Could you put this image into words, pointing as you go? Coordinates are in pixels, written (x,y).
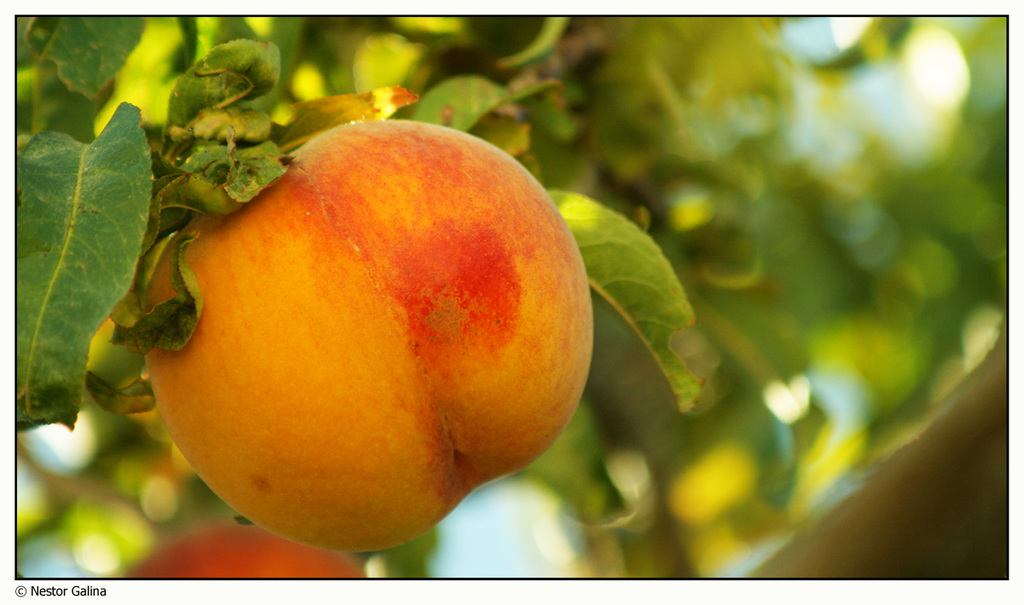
In this picture we can see fruits (211,248) and in the background (548,144) we can see leaves (693,236) and it is blurry.
